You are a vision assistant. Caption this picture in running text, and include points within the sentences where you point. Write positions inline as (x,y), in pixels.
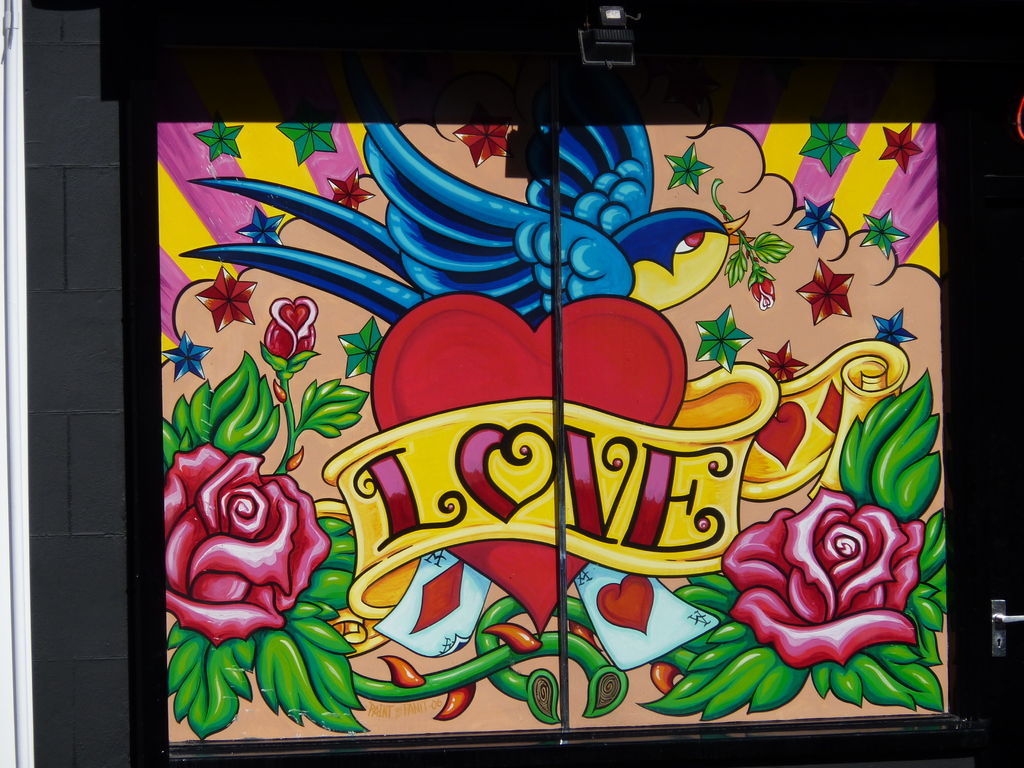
In this picture we can see a door handle (1005,653), painting (708,646) on a black surface (976,213), focusing light (582,52).
